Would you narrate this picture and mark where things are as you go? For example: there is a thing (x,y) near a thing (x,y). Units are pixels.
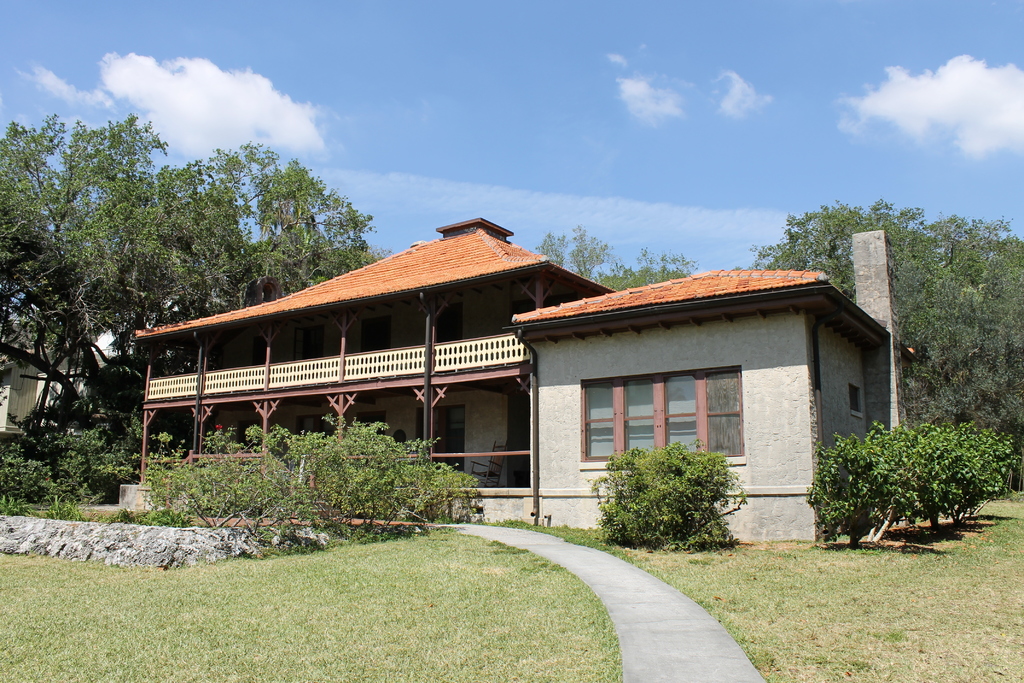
In this picture there are buildings (255,342) and trees (563,240) and there are roof tiles (356,285) on the top of the building (599,296). At the top (459,90) there is sky (459,90) and there are clouds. At the bottom (925,600) there is grass (752,651) and there are plants (211,494) and there is a pavement (637,669).
